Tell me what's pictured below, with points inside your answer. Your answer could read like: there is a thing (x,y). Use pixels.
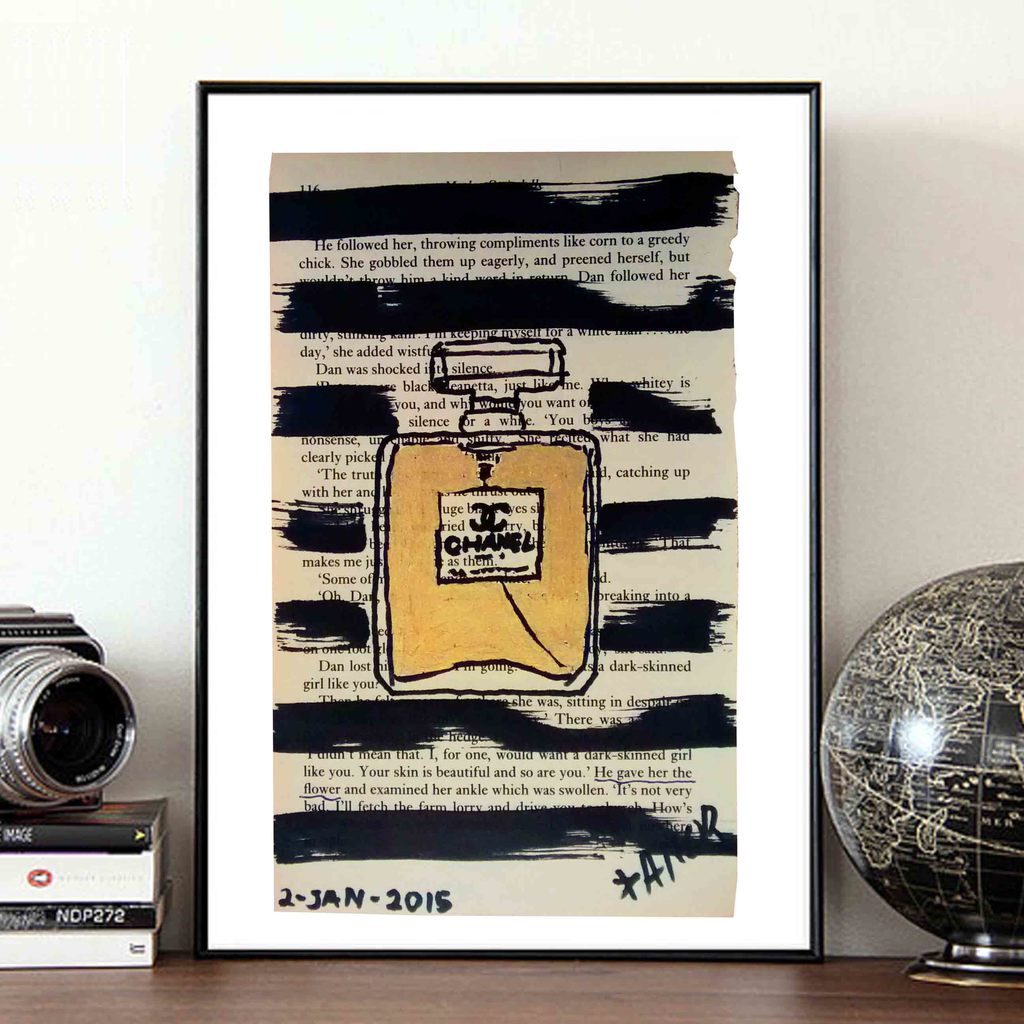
In this image, I see a photo frame (200,892) and to the left (96,733) I see a camera (113,741) on the books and to the right of the photo frame (808,616) I see globe (918,604). In the background (883,556) I see a wall (1022,407).
